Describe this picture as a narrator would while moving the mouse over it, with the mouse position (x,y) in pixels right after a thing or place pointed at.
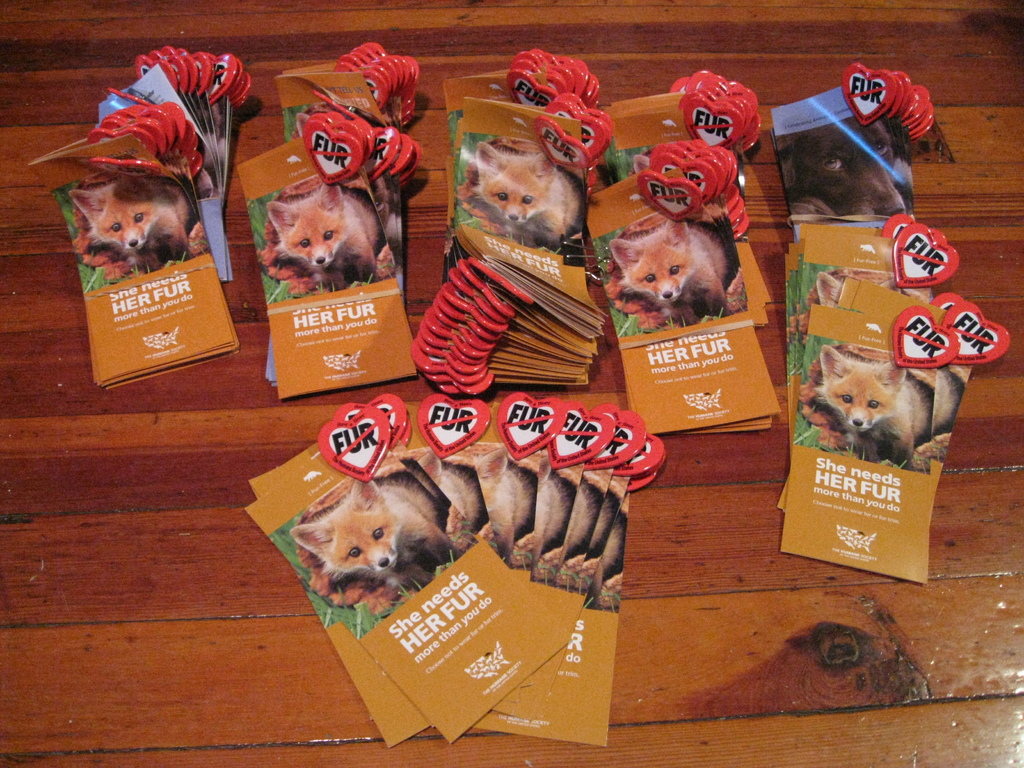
In this image there are cards (391,499), there is an animal (416,541) on the card (390,530), there is text (408,650) on the cards (423,580), at the background of the image (425,300) there is a wooden object (959,533) that looks like a table (662,534).
